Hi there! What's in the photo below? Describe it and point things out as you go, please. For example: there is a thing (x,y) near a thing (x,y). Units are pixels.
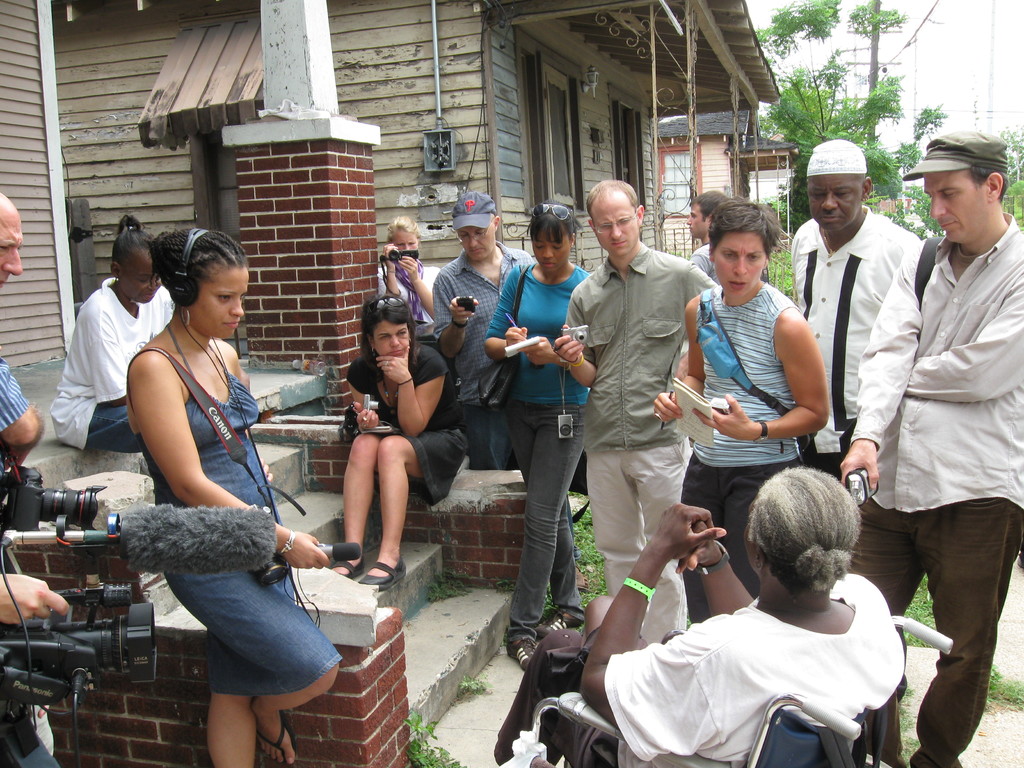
In the image there are a group of people (586,315) gathered and few of them are holding cameras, in the background (337,196) there is a wooden house (606,103) and beside the wooden house (739,82) there are trees (786,100) and a pole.
